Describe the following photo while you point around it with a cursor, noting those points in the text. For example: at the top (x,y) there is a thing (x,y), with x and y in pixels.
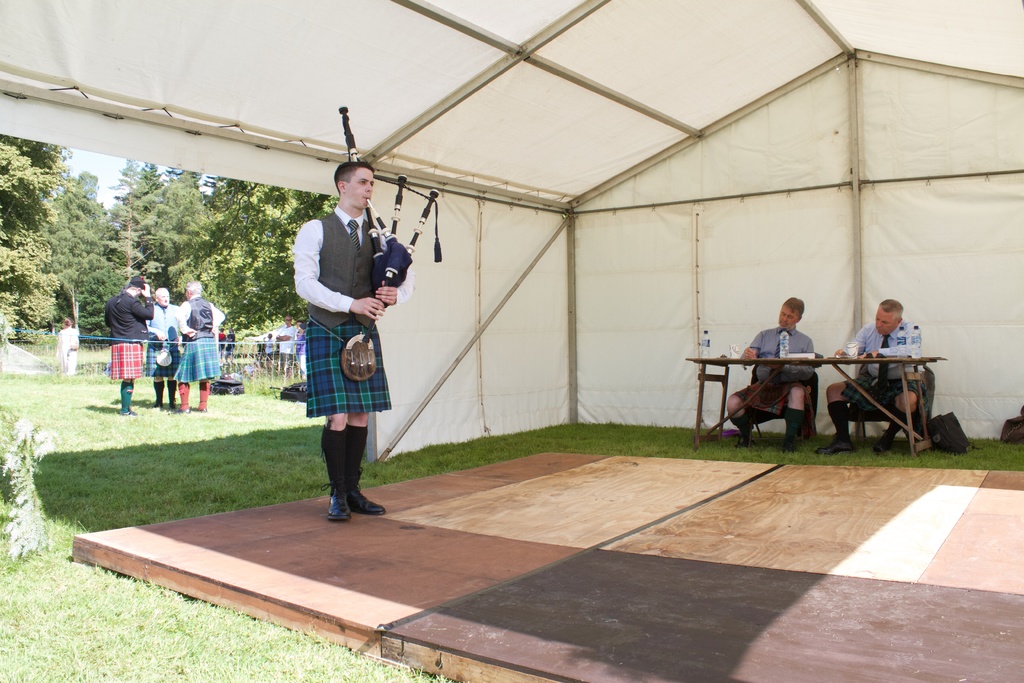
In this image a person (349,408) is holding and playing a musical (384,272) instrument. He is standing on the wooden planks (584,583). Two persons (799,405) are sitting on the chair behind the table (768,378) having few bottles (913,355) on it. Few persons (161,348) are standing on the grassland (170,432). Behind them there are few trees (153,269). Few bags (297,394) are on the grassland (258,390).
